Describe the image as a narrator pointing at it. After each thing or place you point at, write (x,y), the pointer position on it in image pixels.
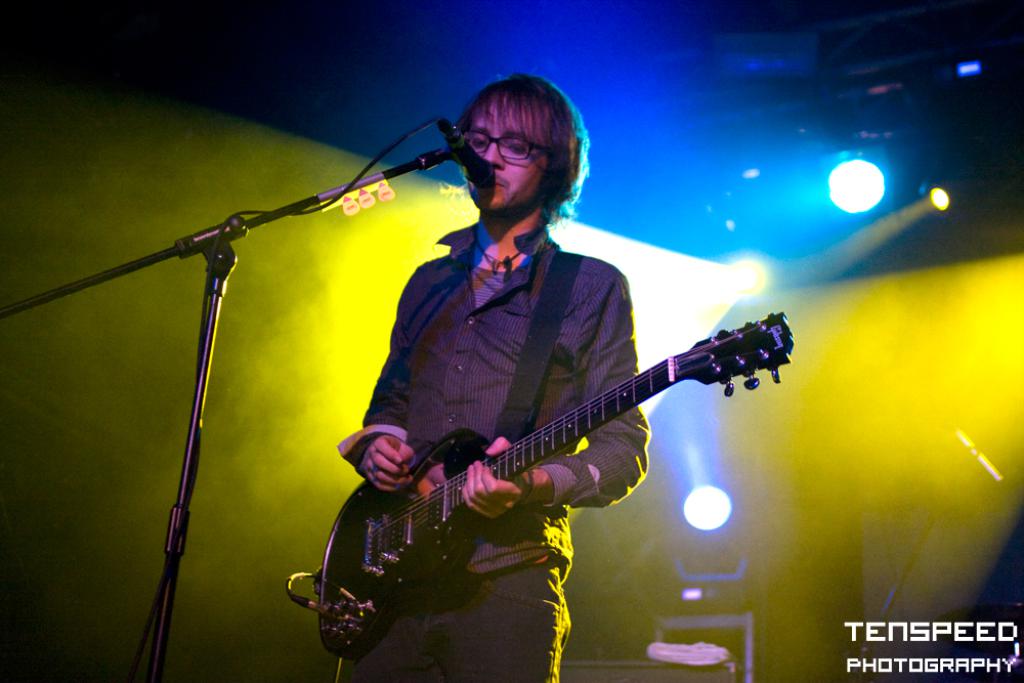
In this image, In the middle (549,395) there is a boy (550,392) standing and he is holding some music instrument (415,552) which is in black color, He is singing in the microphone (467,166) which is in black color, In the background (864,187) there are some lights (847,193) in white and green color.
